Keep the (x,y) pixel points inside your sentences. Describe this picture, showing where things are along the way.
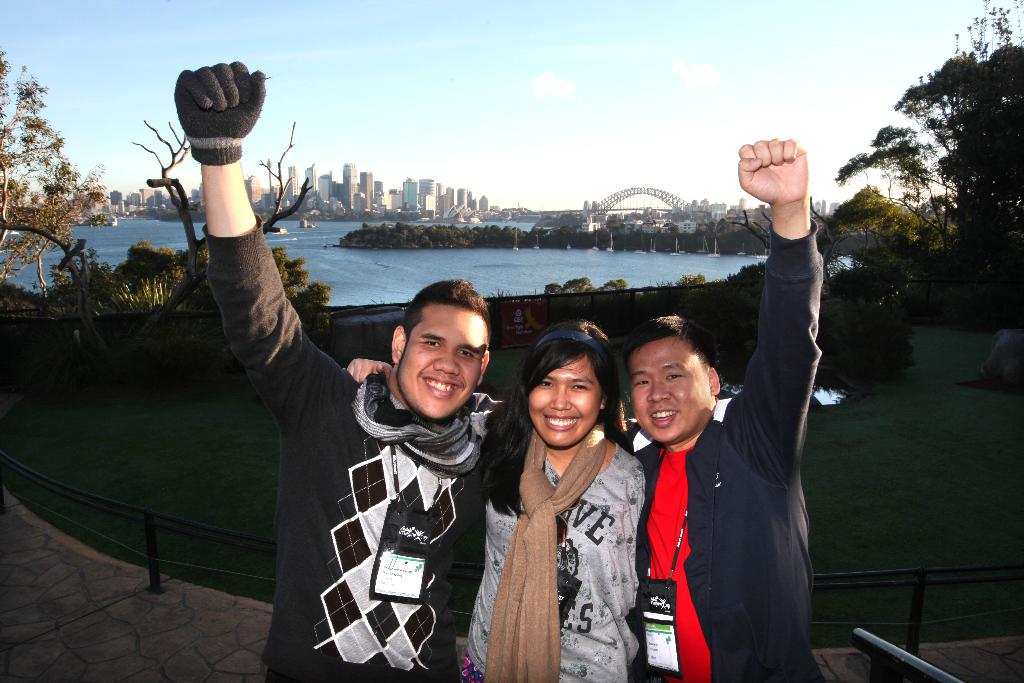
In this image we can see three people (406,454) standing with a smile on their face (463,343), behind them there is grass (205,439) on the surface (218,437) and trees (195,346), behind the trees (55,345) there is water (402,268), in the background of the image (315,191) there are buildings (351,190) and a bridge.
